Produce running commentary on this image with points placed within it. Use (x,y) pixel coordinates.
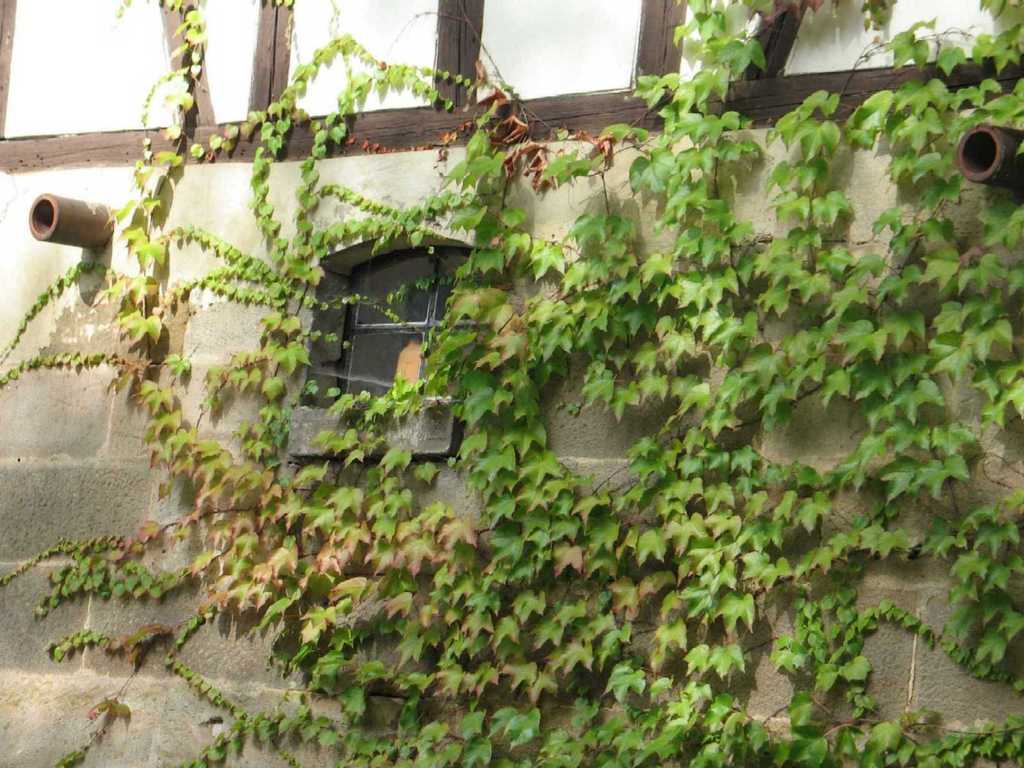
In this image, I can see the creeper plants (733,540) on a wall (470,137). There are pipes (90,219) and a window (408,279).
